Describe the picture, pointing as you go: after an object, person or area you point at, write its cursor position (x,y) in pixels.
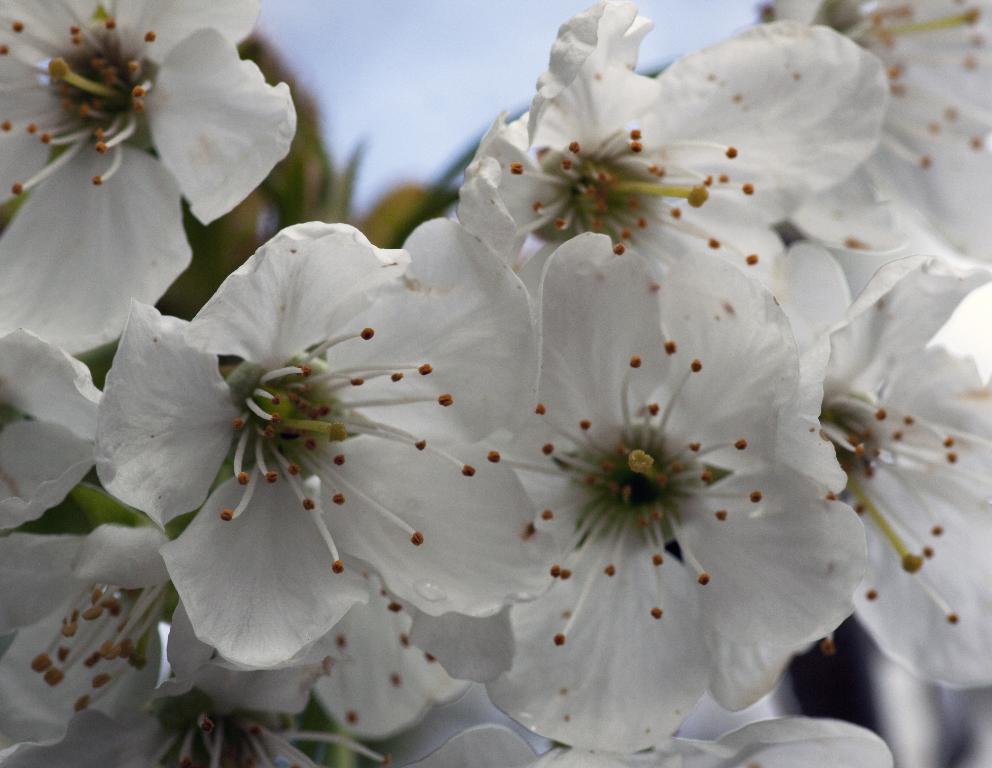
In this image I can see the flowers (348,328) which are in white and yellow color. In the background (241,251) I can see the plants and the sky (348,123). But the background (361,122) is blurred.
